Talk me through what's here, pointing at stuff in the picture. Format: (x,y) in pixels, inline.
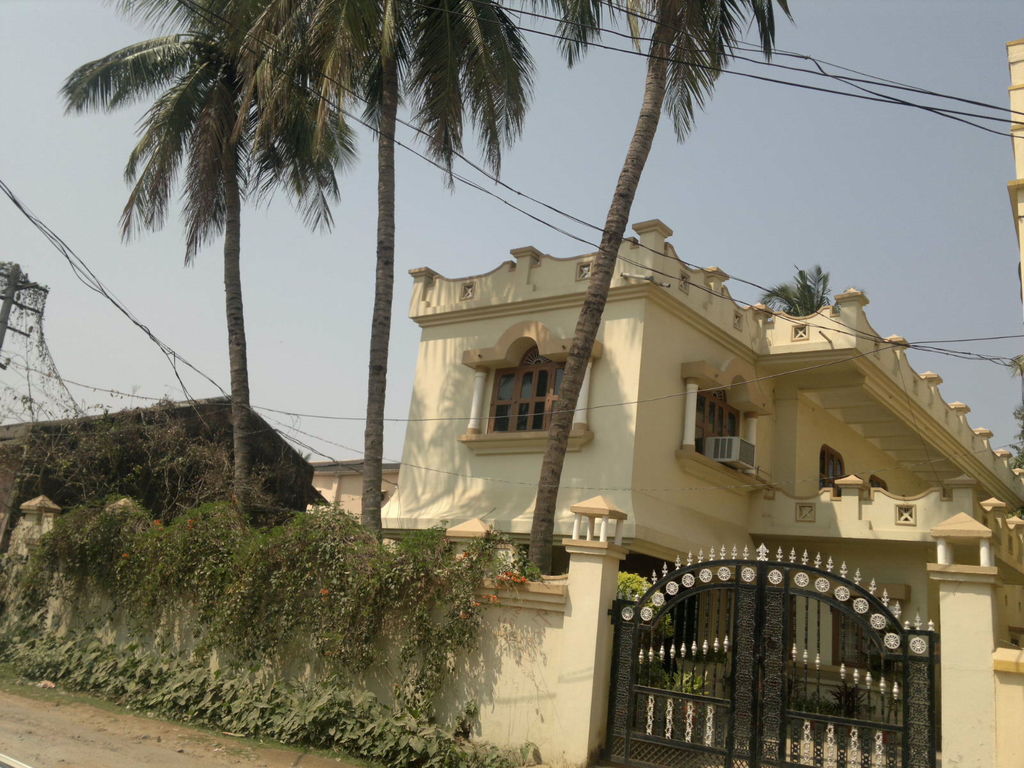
This is the picture of a building (494,459) to which there are some windows (499,421) and around there are some trees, plants (196,515) and some wires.
